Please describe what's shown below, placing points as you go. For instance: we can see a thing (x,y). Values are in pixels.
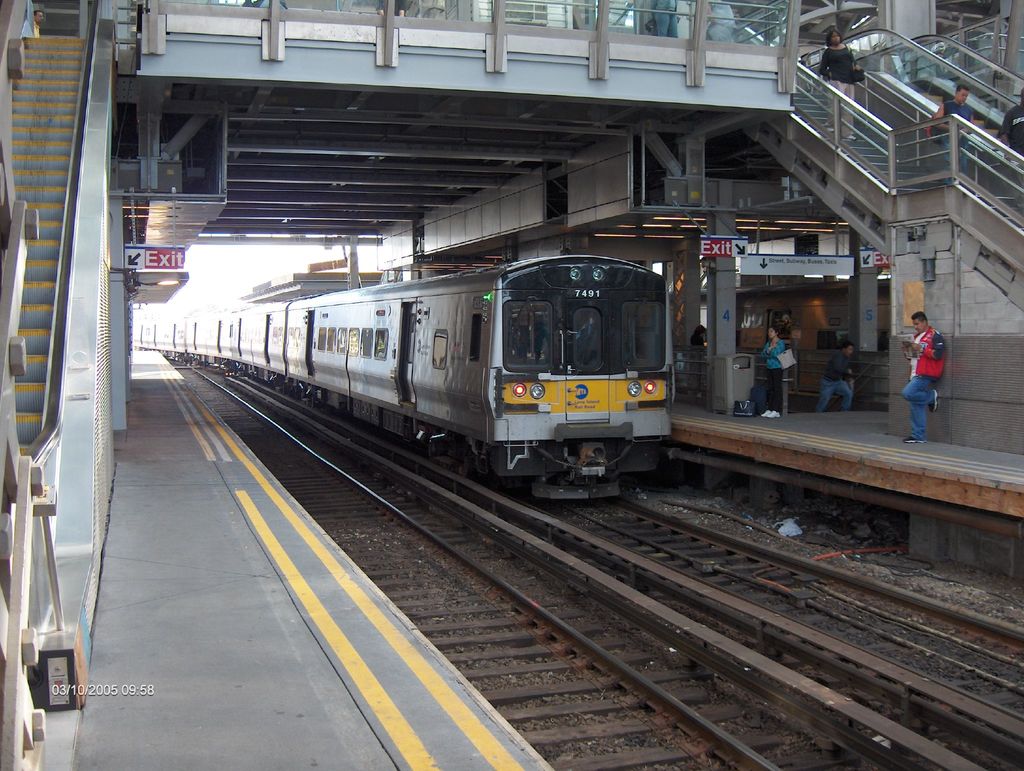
In this picture we can observe a railway station (496,330). There is a train (499,337) on the railway track (602,499). We can observe three members (829,387) in the platform (822,423). There is another platform (151,554) on the left side (163,519). We can observe stairs (33,170) on either sides of the image. We can observe exit boards (131,250).
